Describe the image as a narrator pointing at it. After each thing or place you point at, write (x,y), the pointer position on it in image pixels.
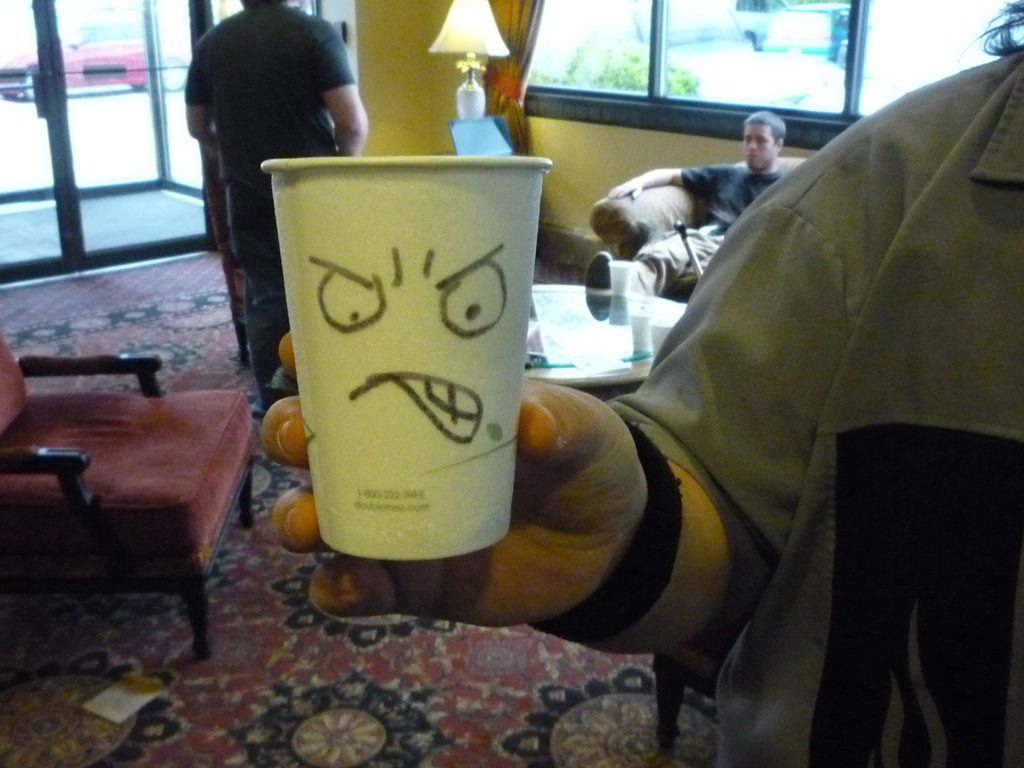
This is the picture of the inside of the room (564,239). The person (762,419) is holding like a glass (330,267). Another person (234,148) is standing and the black shirt person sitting on a sofa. There is a table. There is glass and cup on the table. There is a lamp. We can see on the background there is a trees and car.
